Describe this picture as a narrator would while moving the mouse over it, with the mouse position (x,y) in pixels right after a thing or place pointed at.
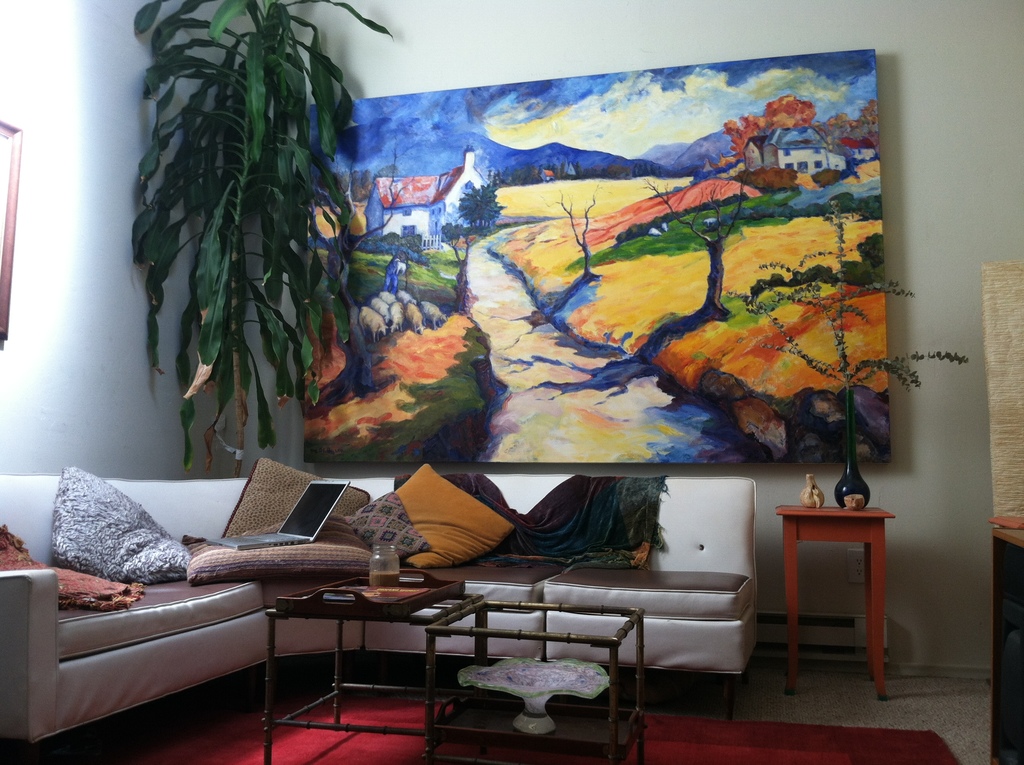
The sofa (198,520) has a laptop (285,537) and pillows (300,570) on it and there is a scenery (713,319) on the wall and the floor (746,726) has a red carpet (681,730) on it.
